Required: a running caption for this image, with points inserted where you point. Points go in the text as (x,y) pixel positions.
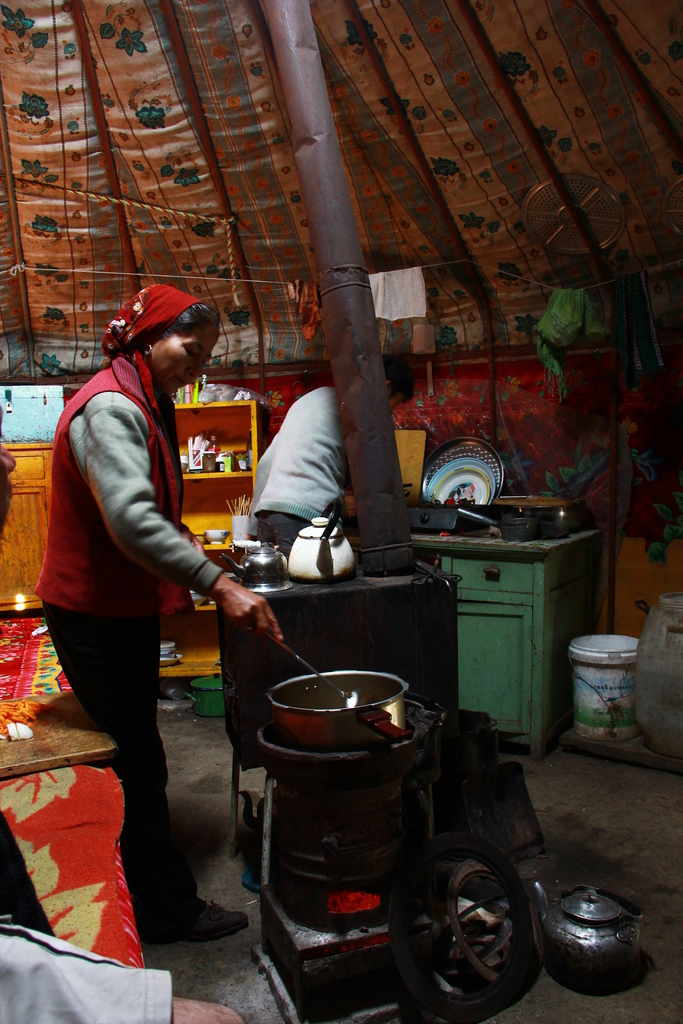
In this image I can see a person (204,307) is holding spoon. I can see a stove (272,658), few vessels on the table (576,567) and few objects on the floor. I can see a yellow color cupboard (242,420) and few objects (201,449) in it.
